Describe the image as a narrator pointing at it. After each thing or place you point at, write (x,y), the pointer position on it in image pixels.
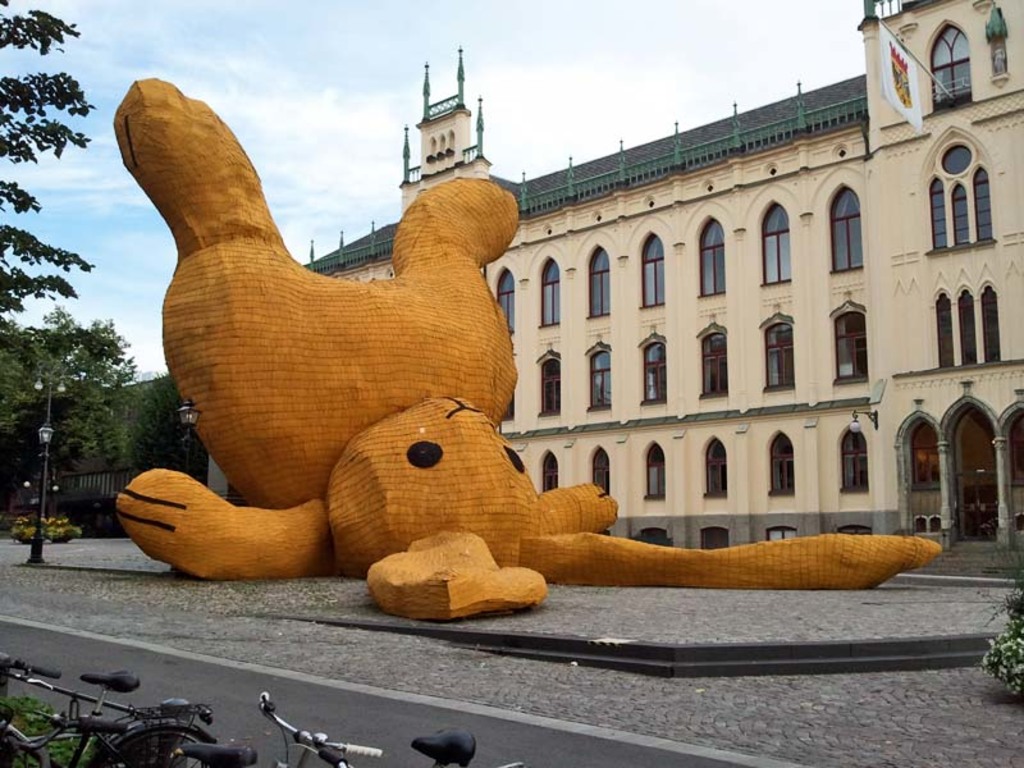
In this image I can see a building (893,160), in front of the building (859,149) I can see a sculpture (339,450) and trees (99,443) and bicycles (345,762) and at the top (400,31) I can see the sky (706,42), on the building (924,40) I can see the flag (919,65).
